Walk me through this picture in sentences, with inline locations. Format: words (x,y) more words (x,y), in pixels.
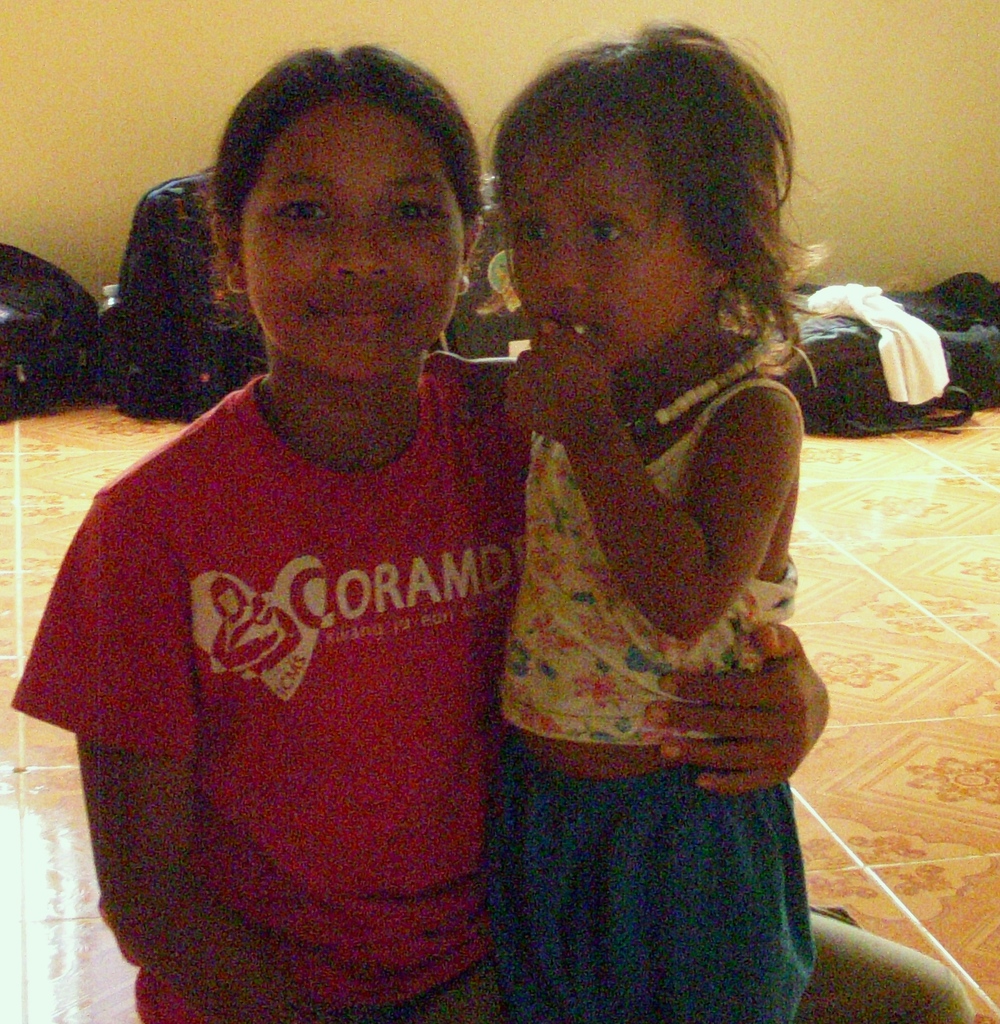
In this picture we can see two people (315,780) on the floor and in the background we can see bags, clothes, wall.
